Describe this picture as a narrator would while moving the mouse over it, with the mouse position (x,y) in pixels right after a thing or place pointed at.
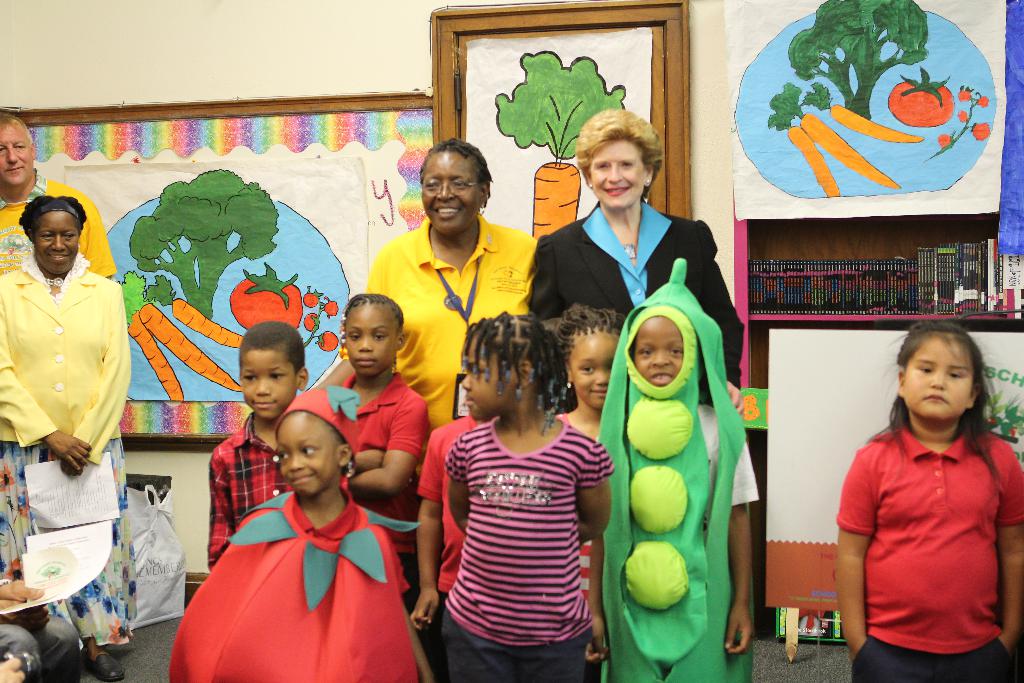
In this image in the center (518,328) there are some people (652,249) and some children (283,483), and in the background (608,58) there are some boards (686,128) and charts (485,125). At the bottom (149,636) is a floor (139,635), on the right side (838,306) there is one book (836,272). In that book rack (821,315) there are some books (777,294), on the left side (40,429) there are some people (25,356) who are holding some papers (62,551) beside them there are some covers (163,561).
